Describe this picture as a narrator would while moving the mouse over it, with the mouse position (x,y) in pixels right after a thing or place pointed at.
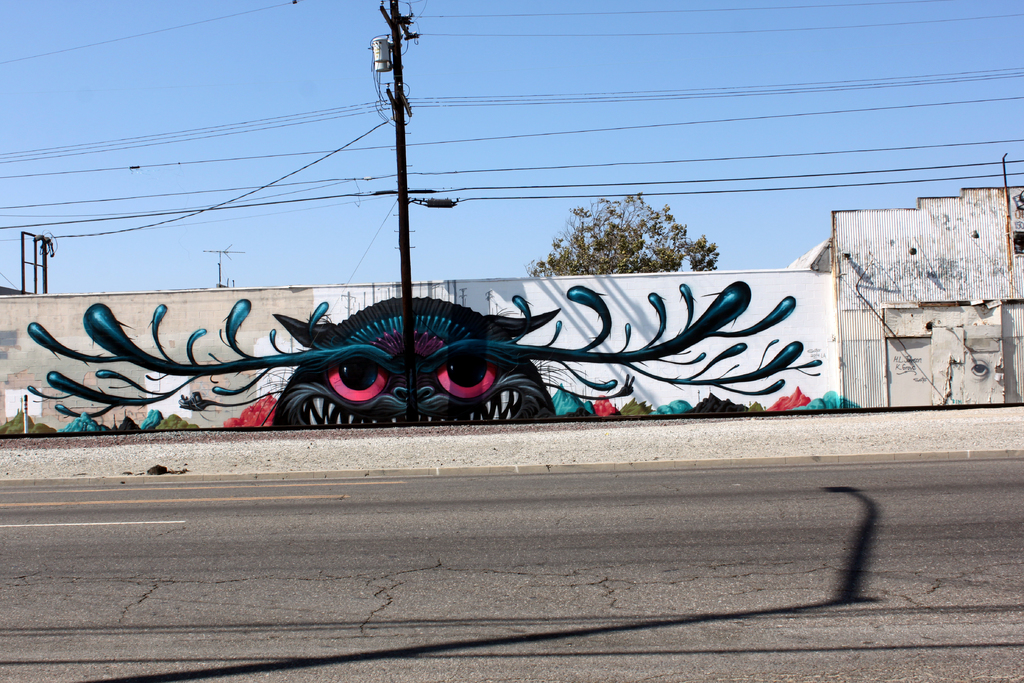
In the center of the image (401,253) there is a current pole (408,347). At the bottom of the image (684,511) we can see a road (180,552). In the background (182,382) there is a wall (199,323), building (894,315), wires (697,89), tree (591,221) and sky (556,88).
